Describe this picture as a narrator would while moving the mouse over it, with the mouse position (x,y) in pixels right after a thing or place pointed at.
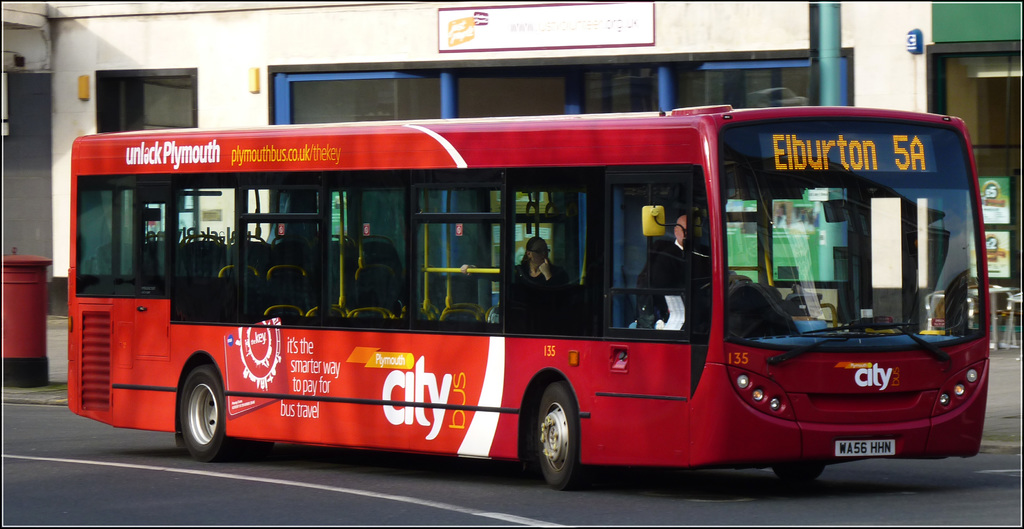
In this image I can see a red color bus (204,422) visible on the road (398,482), in the bus (447,275) I can see persons (668,281), at the top (432,76) I can see building (453,74).
